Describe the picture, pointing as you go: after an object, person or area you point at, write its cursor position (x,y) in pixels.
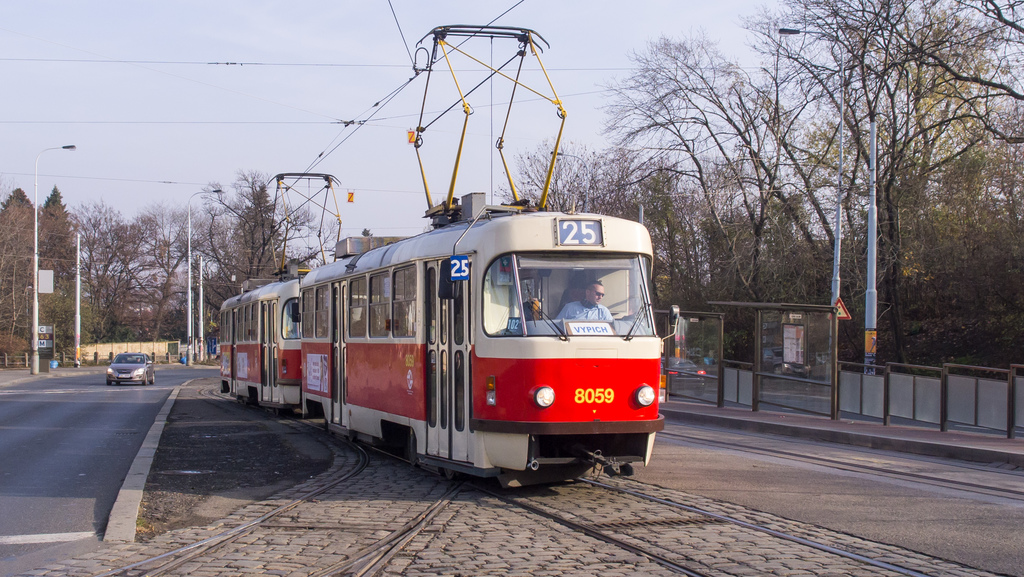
In this image, we can see a person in a train (293,340). There are a few vehicles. We can see the ground (924,451) with some objects (707,390). There are a few poles (189,262), trees (828,167), wires (187,64), boards (785,328) and some sign boards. We can see the fence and the sky (197,54).
